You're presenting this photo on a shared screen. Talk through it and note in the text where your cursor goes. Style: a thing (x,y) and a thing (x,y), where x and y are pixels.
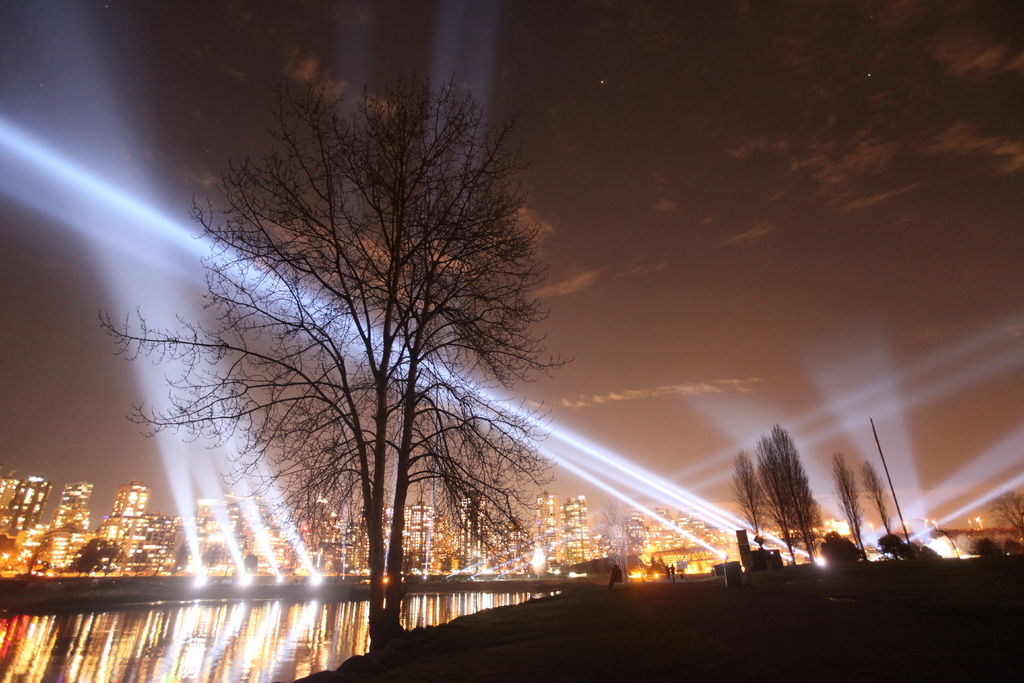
this is a picture of a city (1010,527) taken in the dark, the picture consists of buildings (587,546), lights (240,574) and a canal (188,603) and a couple of trees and a sky (627,166) with stars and clouds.
